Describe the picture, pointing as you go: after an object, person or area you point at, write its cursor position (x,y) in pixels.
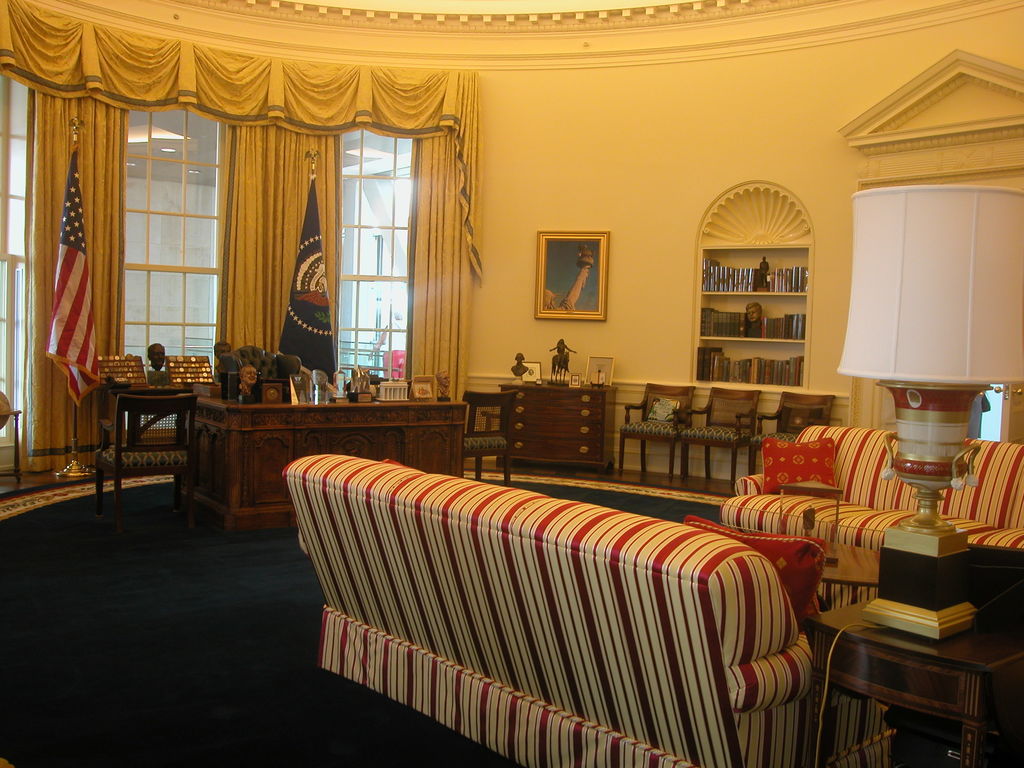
This picture shows a sofa set (633,592). A lamp (941,594) placed on the table (904,678). Table (390,435) in front which some chairs (178,444) were placed. There is a flag (322,325) and some curtains (265,230) in the background (283,195). We can observe a photo frame (574,255) attached to the wall (621,138) here.
